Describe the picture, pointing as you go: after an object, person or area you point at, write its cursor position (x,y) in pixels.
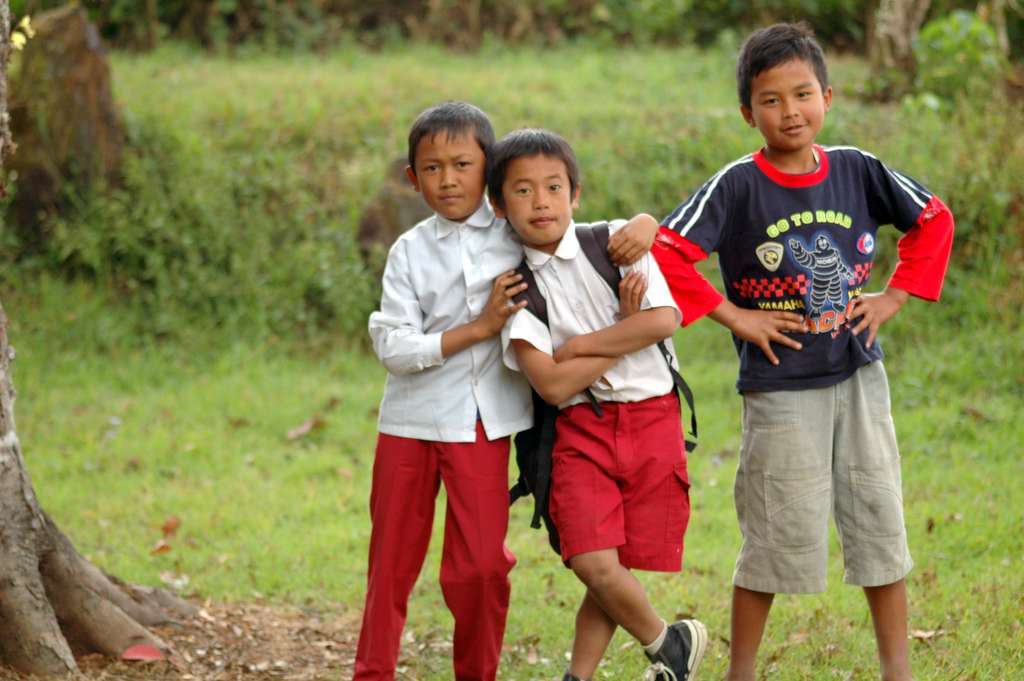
In this picture we can see three kids (578,370) are standing, a kid (565,394) in the middle (574,361) is carrying a backpack (585,391), at the bottom (42,484) there is grass (344,428) and some plants (259,228), on the left side (12,516) there is a tree (19,529).
